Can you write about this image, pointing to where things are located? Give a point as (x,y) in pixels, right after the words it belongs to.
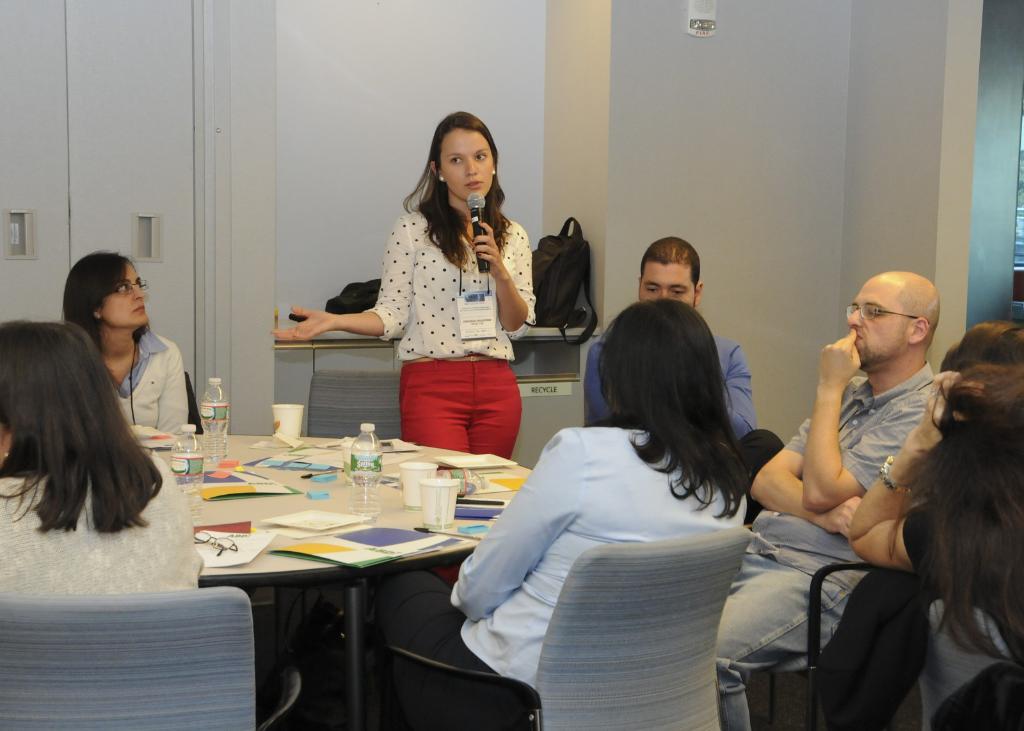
In this picture we can see a group of people (629,441) and they are sitting on chairs (811,620), one woman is standing and she is holding a mic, here we can see a table (356,674), on this table (316,571) we can see bottles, cups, papers (320,558) and some objects (359,534) and in the background (899,146) we can see a wall (871,153), bags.
